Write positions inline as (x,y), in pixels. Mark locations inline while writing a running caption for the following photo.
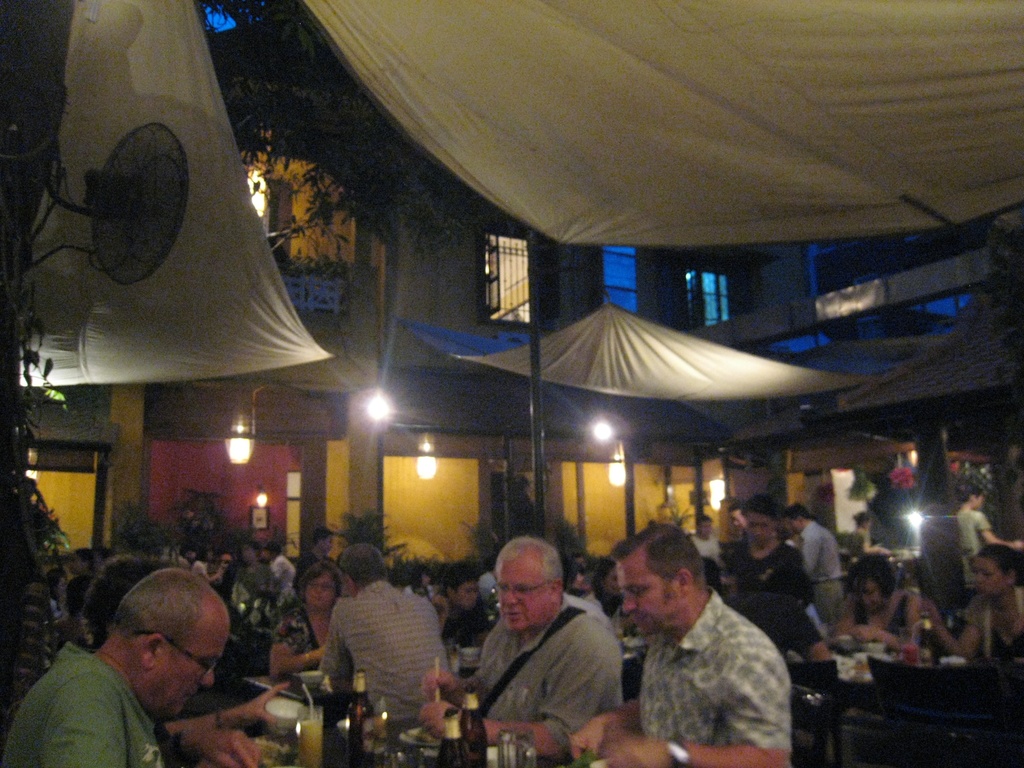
In this image we can see some people (541,632) and among them few people (401,682) sitting and eating and the place looks like a restaurant (931,761) and we can see tables (332,757) with some food items (263,749) and other thing (290,724). There are some plants (36,503) and a tree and we can see a building (417,504) in the background (998,375).
